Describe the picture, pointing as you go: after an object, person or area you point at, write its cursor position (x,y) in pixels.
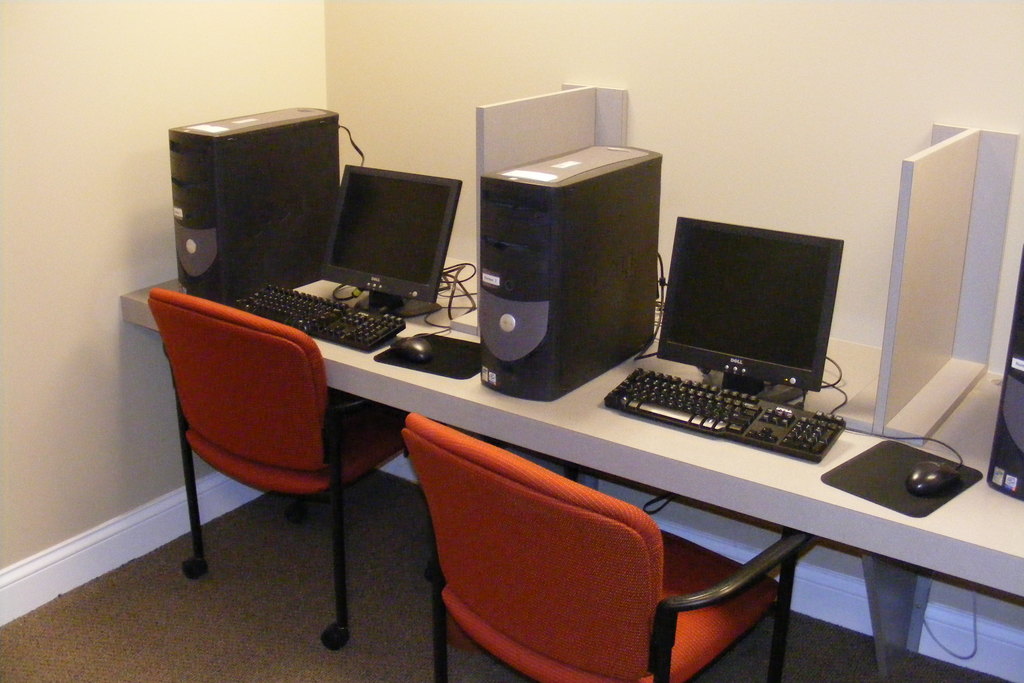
In the image we can see on the table (991,401) there are monitors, cpu (538,369) and in front of it there are chairs (684,567).
